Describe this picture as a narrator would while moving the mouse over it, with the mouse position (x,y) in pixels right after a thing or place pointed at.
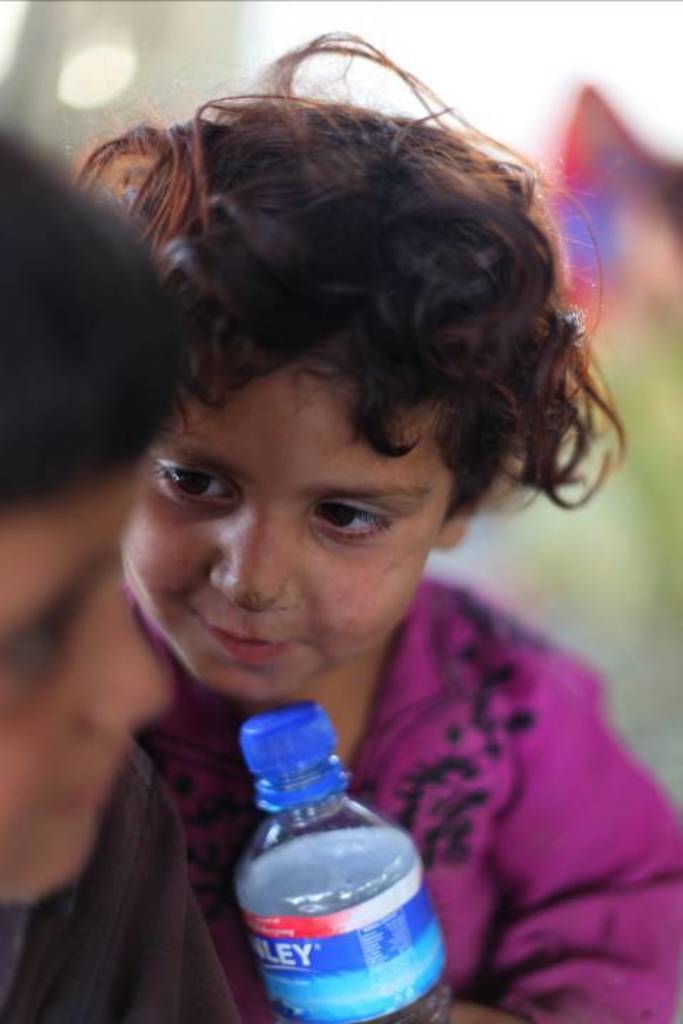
In this image I see a child (209,812) who is wearing a pink dress (520,1002) and there is a bottle (444,1019) over here, I can also see there is another child (231,1013) over here.
